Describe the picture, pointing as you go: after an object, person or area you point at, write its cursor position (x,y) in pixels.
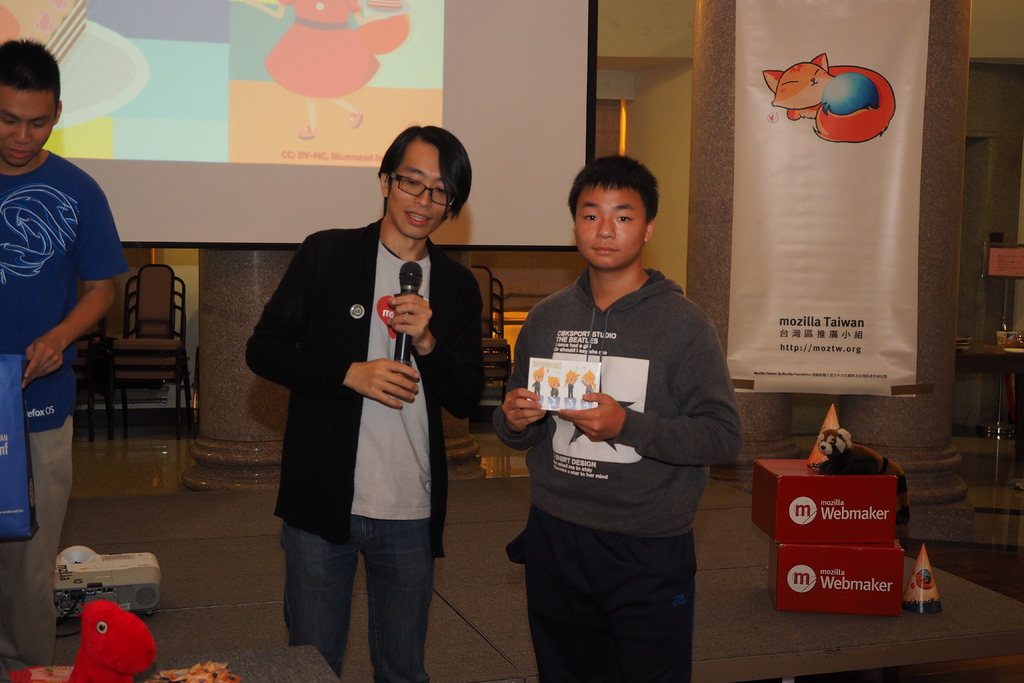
There is a person (447,281) holding a mic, standing and speaking near other person (640,233) who is holding a poster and standing. On the left side (77,241), there is a person (53,97) in blue color t-shirt (67,304) holding blue color bag (15,382) near a table (292,658) on which, there is a red toy (134,644) and other objects (47,680). On the right side (773,502) there are boxes (878,535) on the table (927,624). In the background (140,62), there is screen (408,101) and other objects (940,386).
